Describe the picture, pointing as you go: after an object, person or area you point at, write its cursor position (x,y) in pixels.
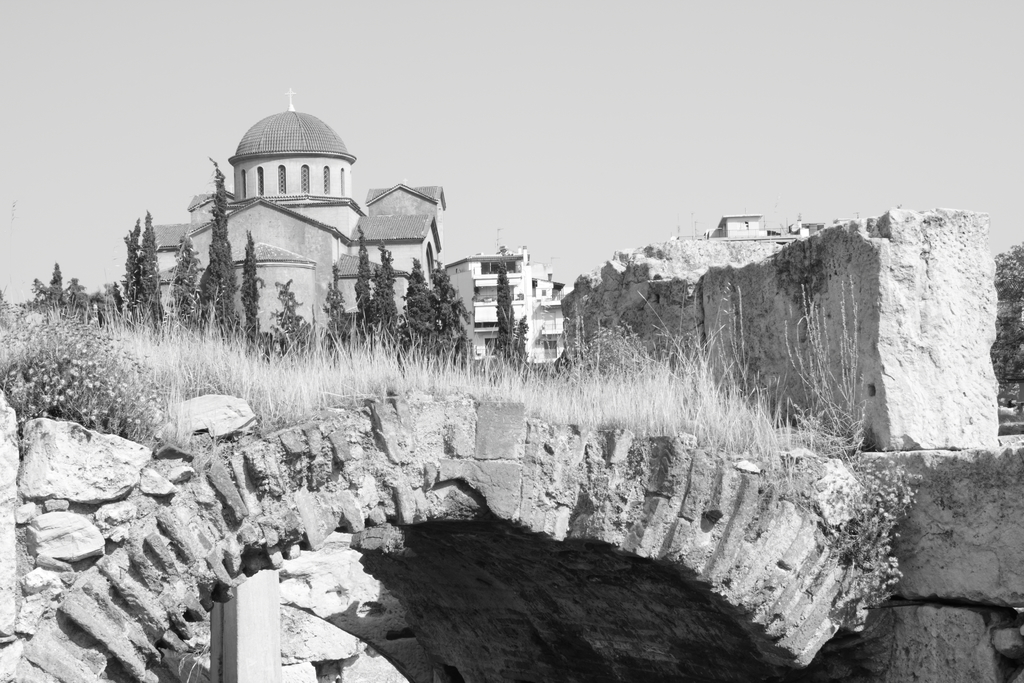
In this image we can see grass (168,362) on the roof (584,525) which is made of rocks (435,551). Behind trees (252,296) and buildings (318,288) are present.
